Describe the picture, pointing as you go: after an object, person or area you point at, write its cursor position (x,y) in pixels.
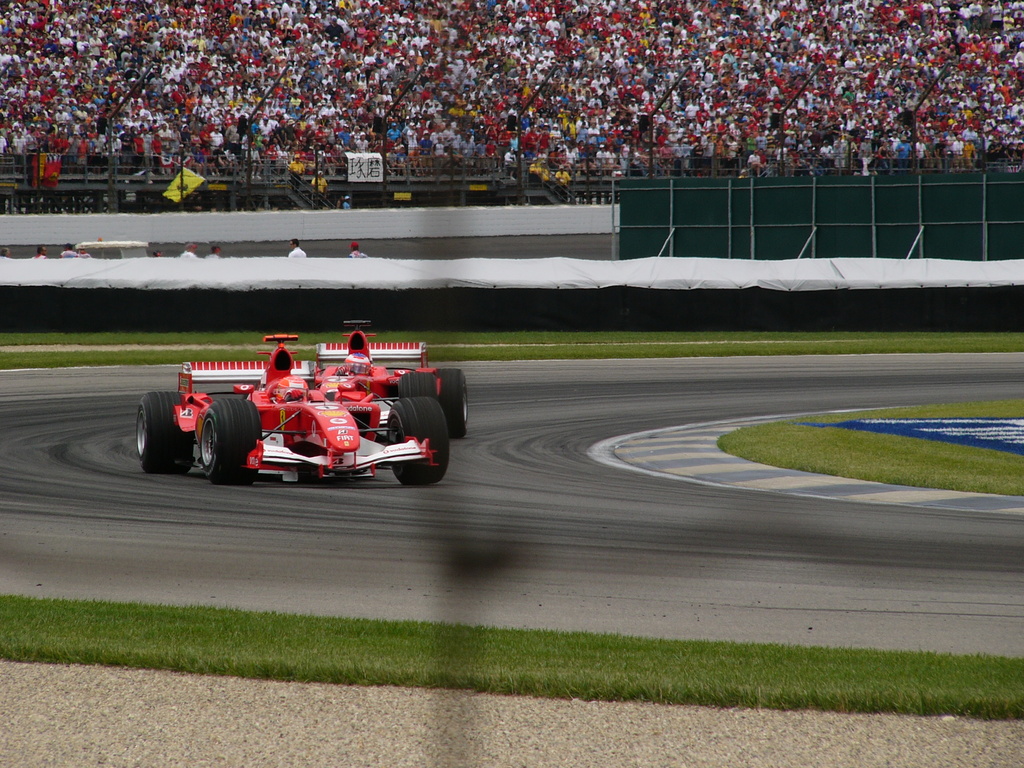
In this picture we can see vehicles (314,409) on the road (409,586). Some grass (513,647) is visible on the ground (309,644). We can see some fencing (387,157) and a whiteboard (367,179). There are many people (441,124) visible in the background (59,81).
